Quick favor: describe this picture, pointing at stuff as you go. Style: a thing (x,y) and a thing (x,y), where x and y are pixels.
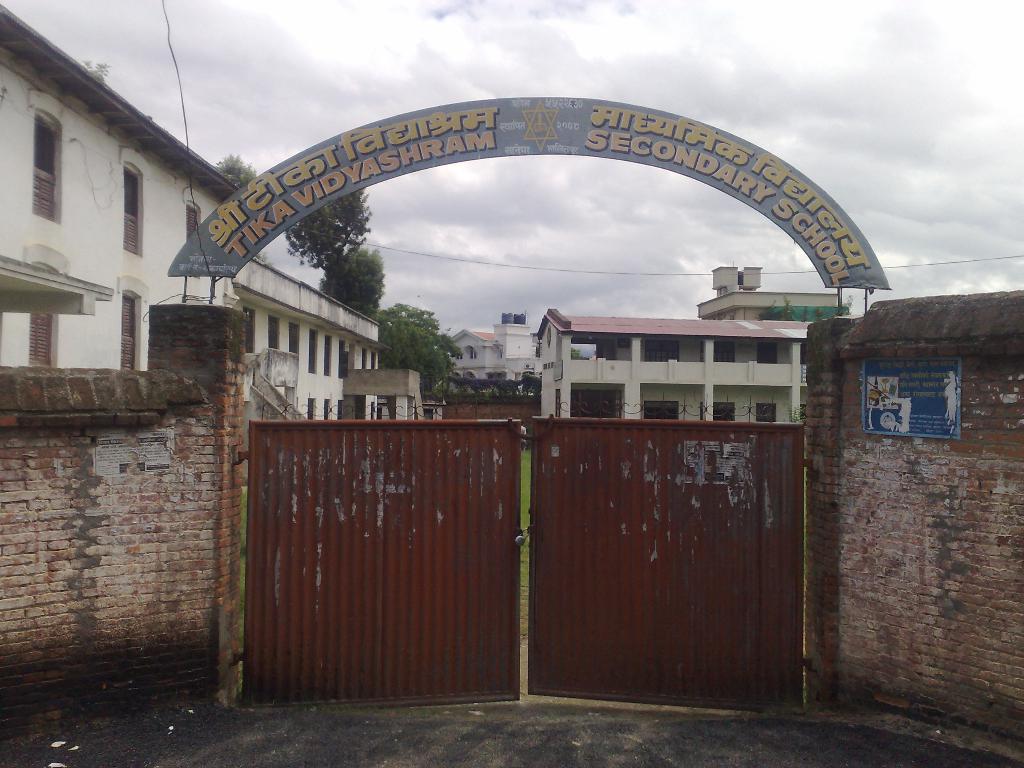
Here we can see a entry gate (516,600) red in color and there is a arch (242,233) here. In the background (386,236) there are buildings (466,352) and cloudy sky (648,227). To the either side of the gate (416,539) there is a wall (810,591).
